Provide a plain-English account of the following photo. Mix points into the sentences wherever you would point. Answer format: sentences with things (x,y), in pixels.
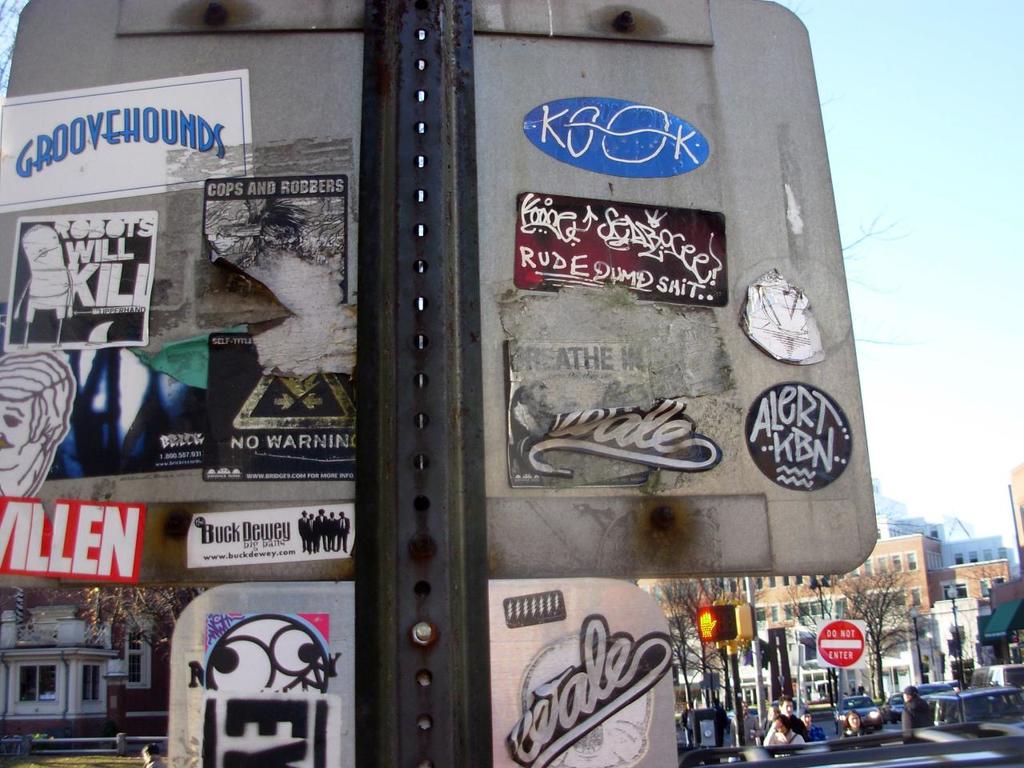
In this image there is an iron pole (422,339) in the middle (429,336) to which there is a board (482,327). On the board (333,491) there are so many posters (256,369) and stickers (237,379). In the background (938,587) there are buildings (924,584). In front of the buildings (834,603) there are trees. On the road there are vehicles (897,700). At the top (885,157) there is sky (912,126).
